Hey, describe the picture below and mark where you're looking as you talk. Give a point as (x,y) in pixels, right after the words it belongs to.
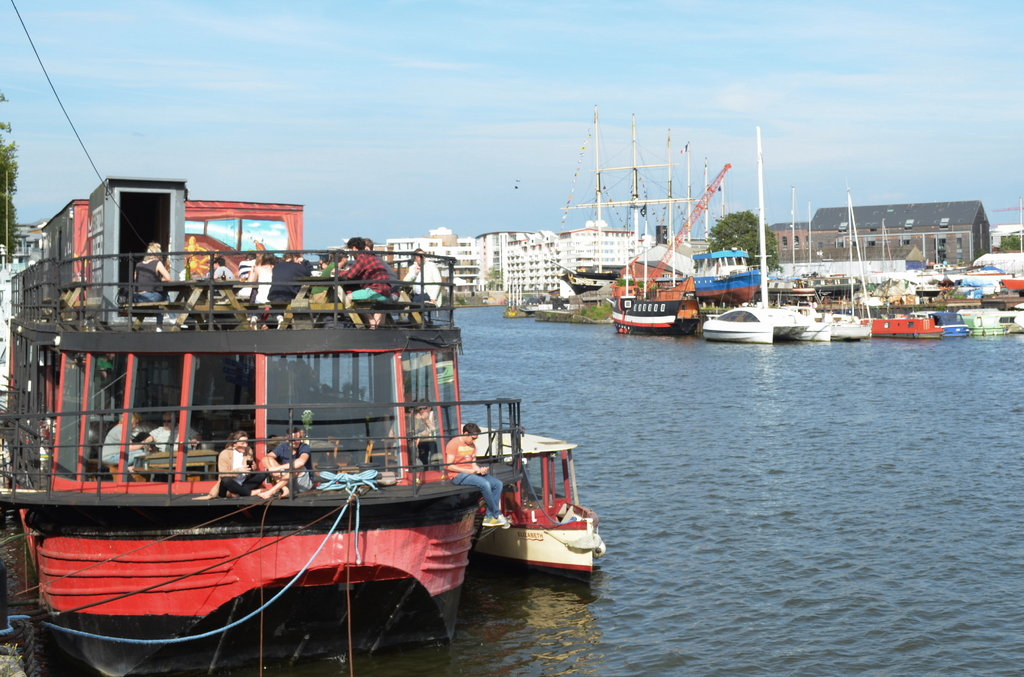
In the picture I can see people (370,326) on the boat (328,470). In the background (683,316) I can see boats (674,332) on the water (658,344), buildings (522,269), the sky (411,92), trees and some other objects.
